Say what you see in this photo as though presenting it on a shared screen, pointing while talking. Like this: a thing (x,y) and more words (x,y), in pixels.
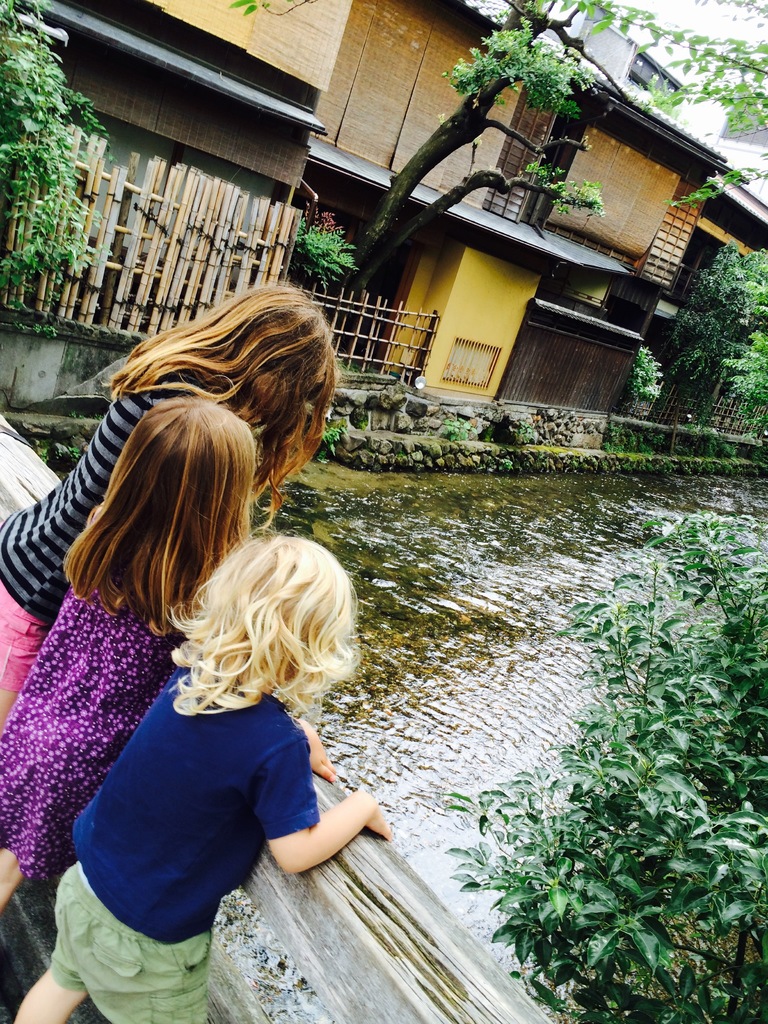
In this picture I can see few buildings (494,234), trees (537,983) and I can see water (460,695) and few kids (178,629) standing by holding the wooden fence (328,902).
